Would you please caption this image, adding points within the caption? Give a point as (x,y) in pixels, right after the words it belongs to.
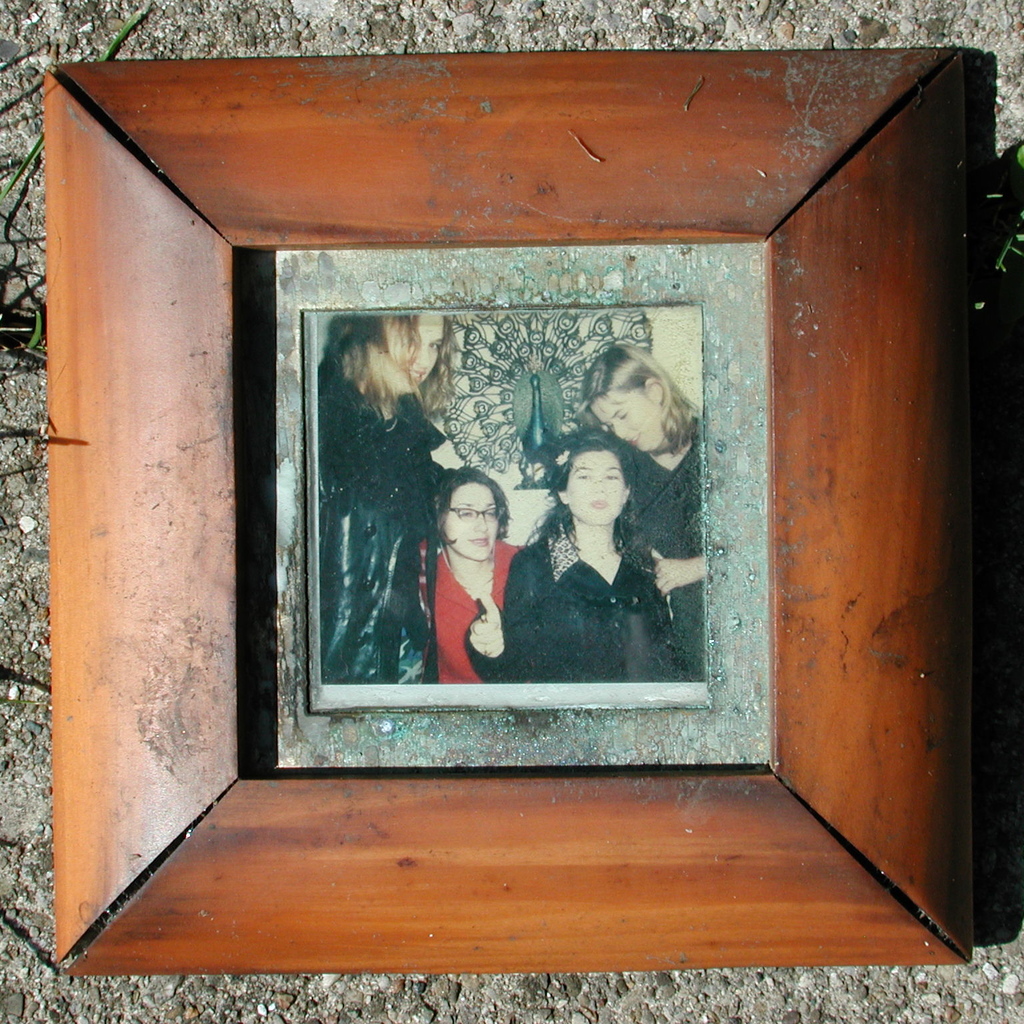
In the center of this picture (410,581) we can see a wooden picture frame (145,85) with a picture (502,411) containing the group of people (470,558) and some other items (545,395) and in the background (272,24) there is an object (932,1) which seems to be the wall (38,501).
